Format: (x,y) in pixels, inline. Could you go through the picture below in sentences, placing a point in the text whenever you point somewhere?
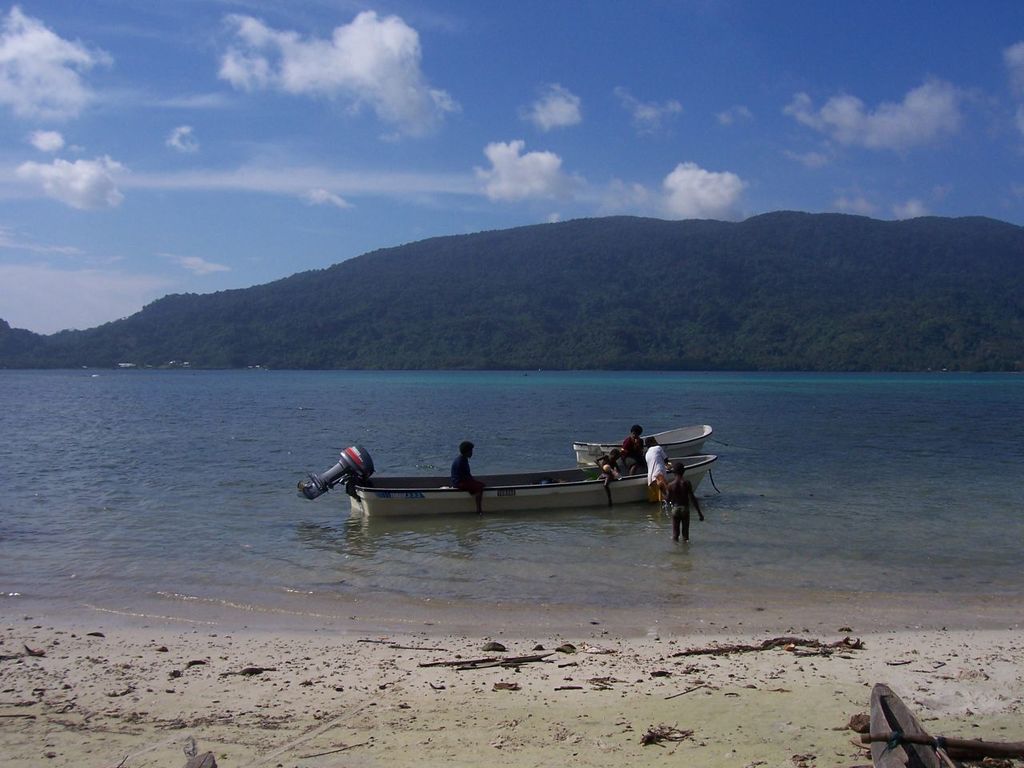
In the foreground of this image (817,706), on the bottom (515,669) there is sand (783,720). In the background (370,487), there is water (297,414), a boat (450,490) and few persons (652,476) on it, a cliff (562,300), sky (500,17) and the cloud (330,49).
